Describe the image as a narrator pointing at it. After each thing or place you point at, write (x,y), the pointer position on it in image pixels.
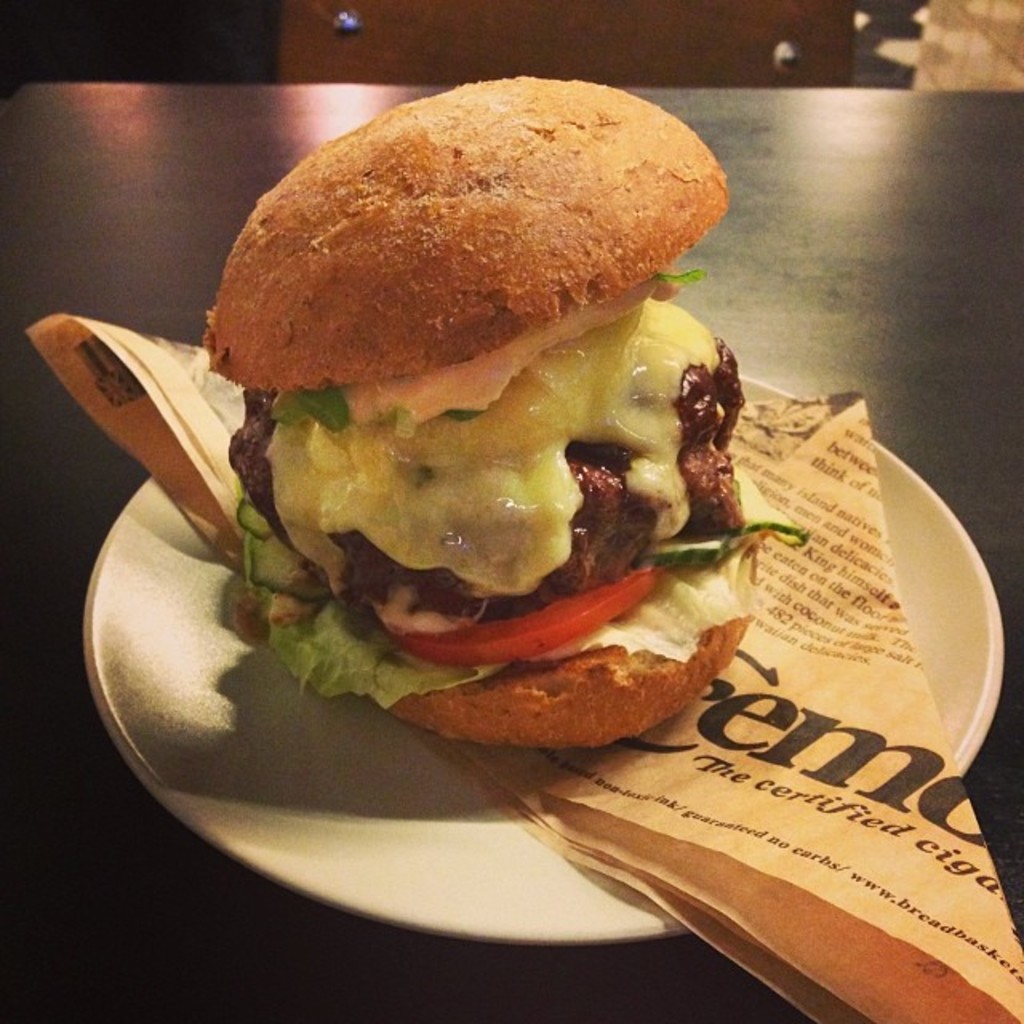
In this image there is a burger (599,541) served on a plate (530,865), there is a paper (740,851) on the plate (544,865) and the plate (946,676) is on the table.
